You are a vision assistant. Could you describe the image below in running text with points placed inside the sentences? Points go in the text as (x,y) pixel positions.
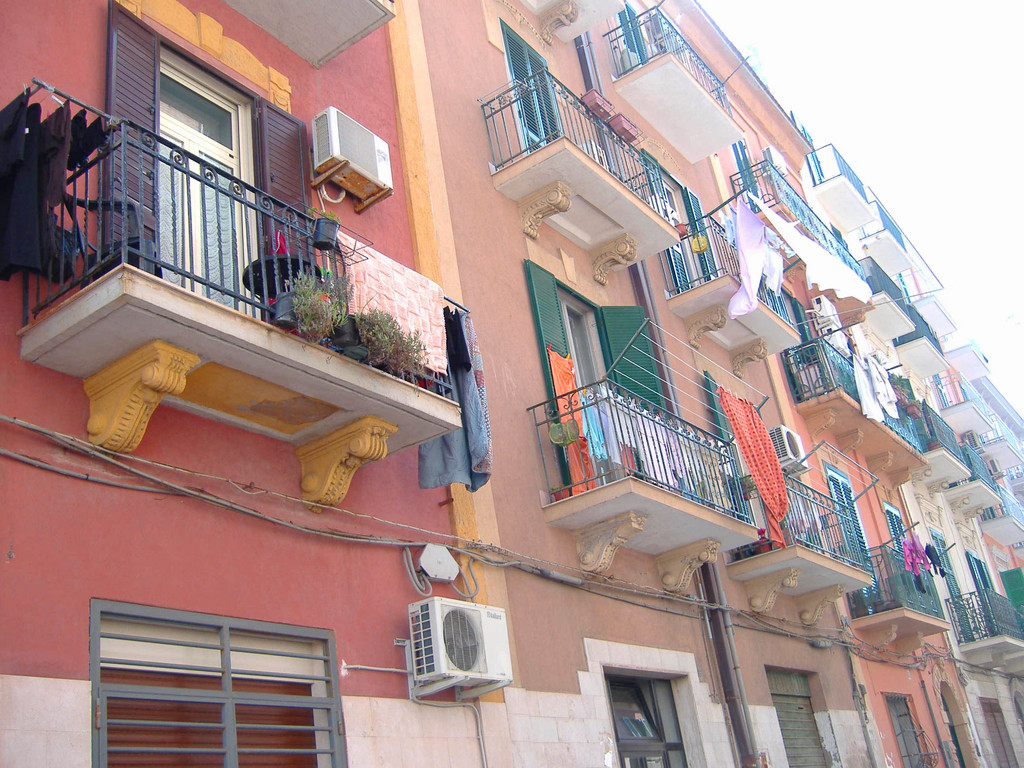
In this image, I can see a building (252,430) with the windows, doors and iron grills (811,376). I can see the flower pots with the plants (387,332). I think these are the outdoor units (483,628) of air conditioners (454,669), which are attached to the building wall (527,591). I can see the clothes (783,532) hanging.
